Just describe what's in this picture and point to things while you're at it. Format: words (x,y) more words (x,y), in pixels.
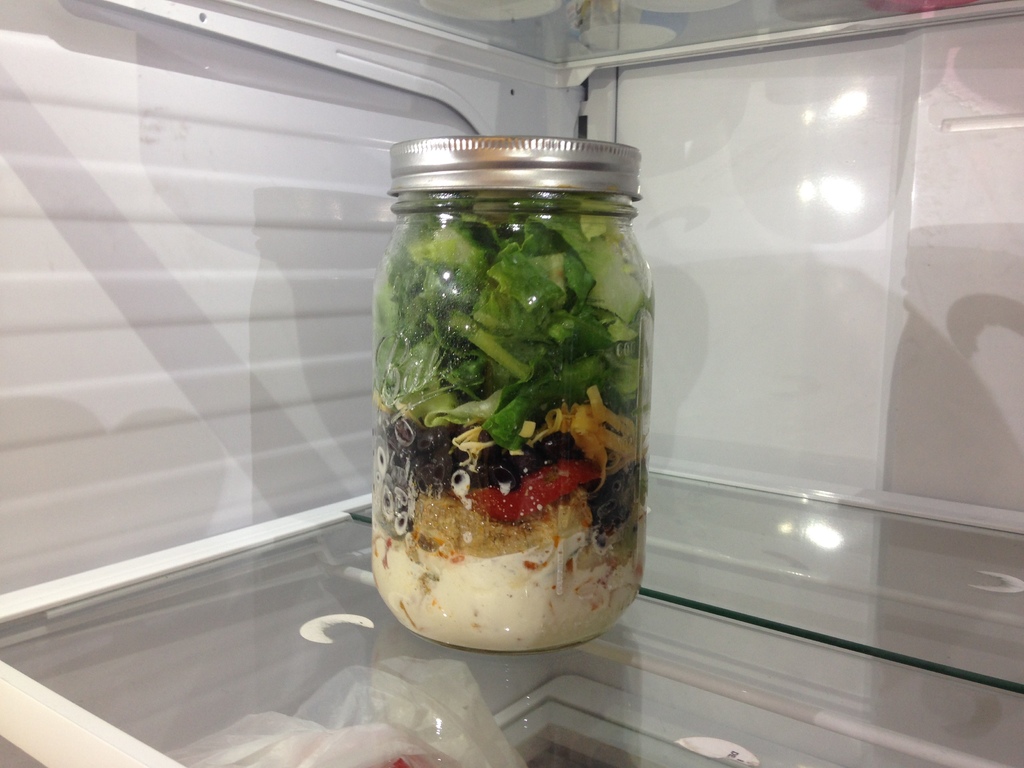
In this image there is a jar (438,436). There is food (454,545) in the jar (454,465). There are vegetables (502,368) in the food (461,514). In the background (271,288) there are walls (416,133). At the bottom (670,691) there is a glass floor (446,678). Beneath the floor (378,652) there are plastic covers (327,731).
